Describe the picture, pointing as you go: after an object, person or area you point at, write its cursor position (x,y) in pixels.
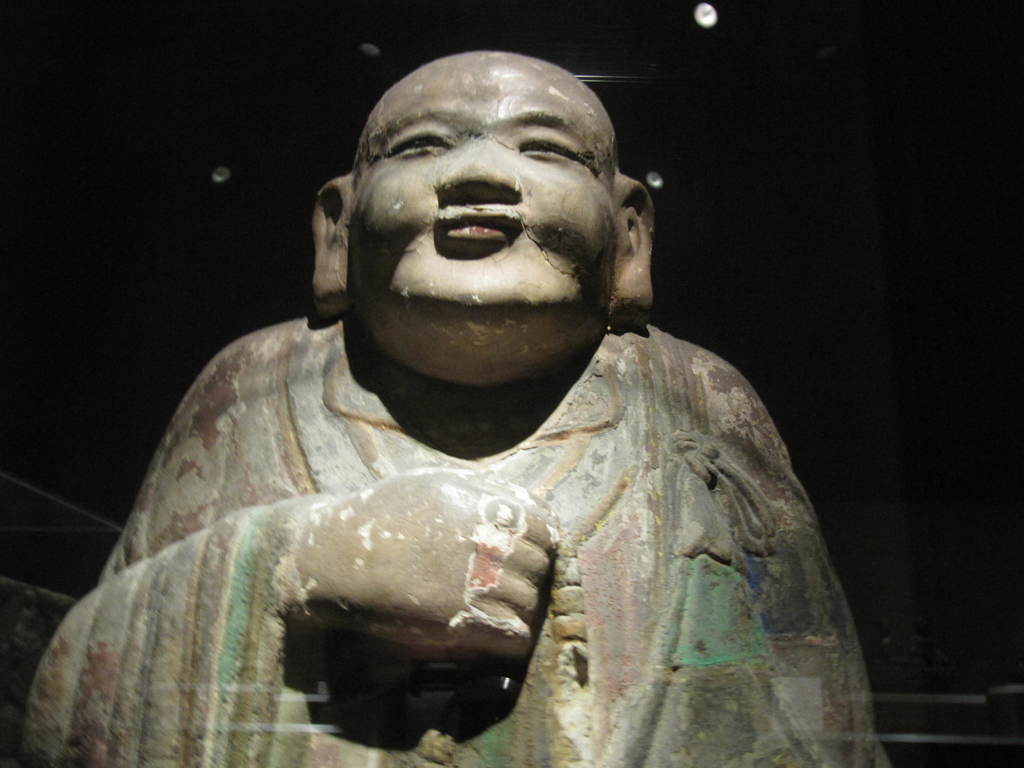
In this image we can see a statue (648,488).
